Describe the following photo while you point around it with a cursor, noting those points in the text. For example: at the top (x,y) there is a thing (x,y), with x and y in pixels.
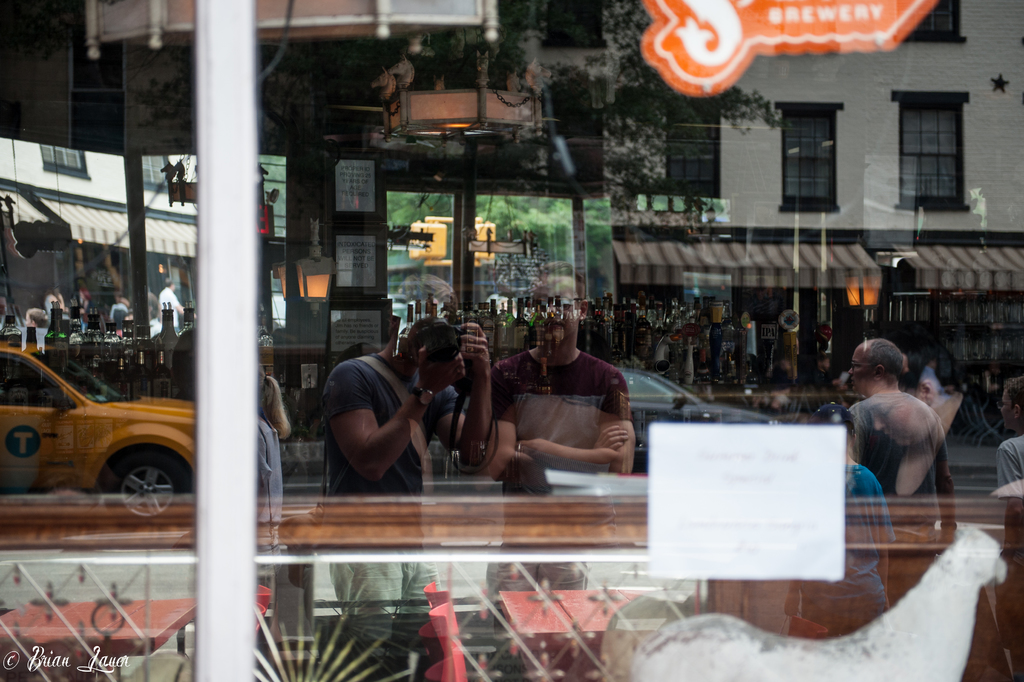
This is glass (424,421). From the glass (399,454) we can see vehicles (190,436), persons (555,354), frames (375,301), trees (636,113), and buildings (65,119).
